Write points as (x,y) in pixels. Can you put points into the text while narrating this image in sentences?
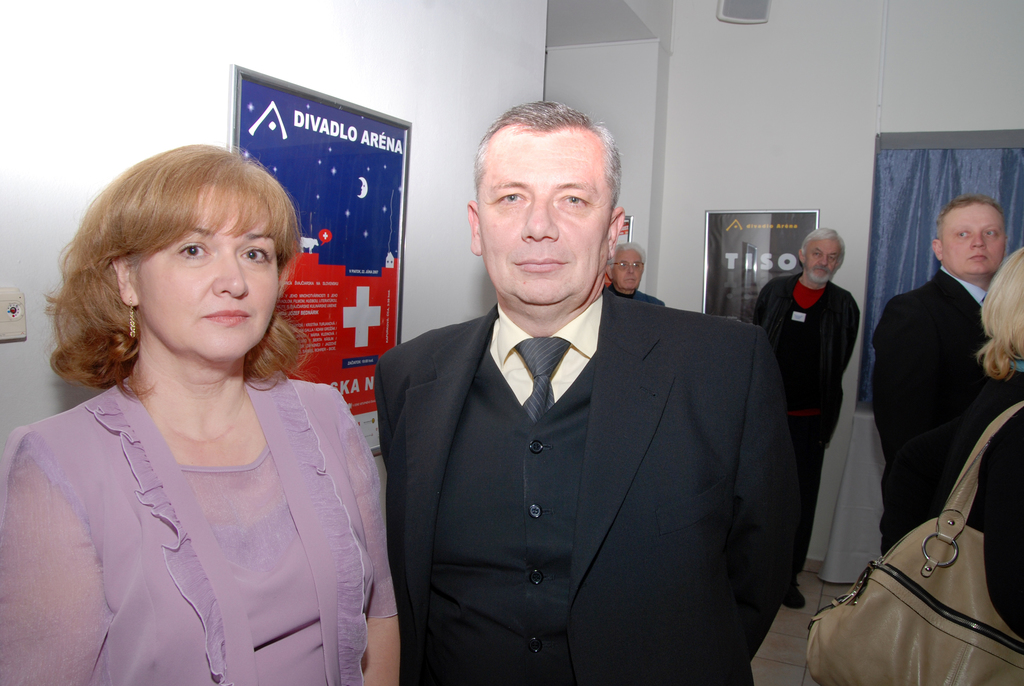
This is a picture where we have a group of people (189,187) where two people (158,493) one among them is a lady (258,547) and the other is guy (639,554) who is in black suit (497,476) are posing for a picture and behind them there is poster (392,170) of blue, red and white color and also we can see another poster (749,225) and a blue curtain (900,206) and a lady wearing a hand bag (905,556).
